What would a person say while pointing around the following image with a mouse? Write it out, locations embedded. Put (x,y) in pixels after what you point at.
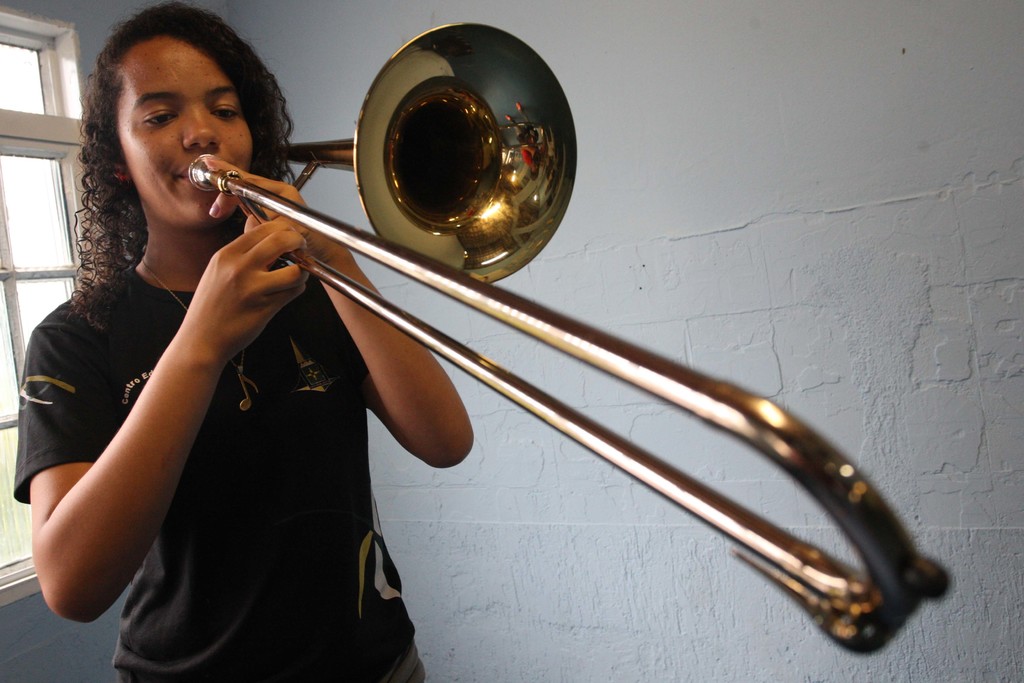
In this image we can see a person (440,399) playing a musical instrument (443,269) and there is a wall (529,489) beside the person (71,402) and a window (20,65) in the background (27,53).
